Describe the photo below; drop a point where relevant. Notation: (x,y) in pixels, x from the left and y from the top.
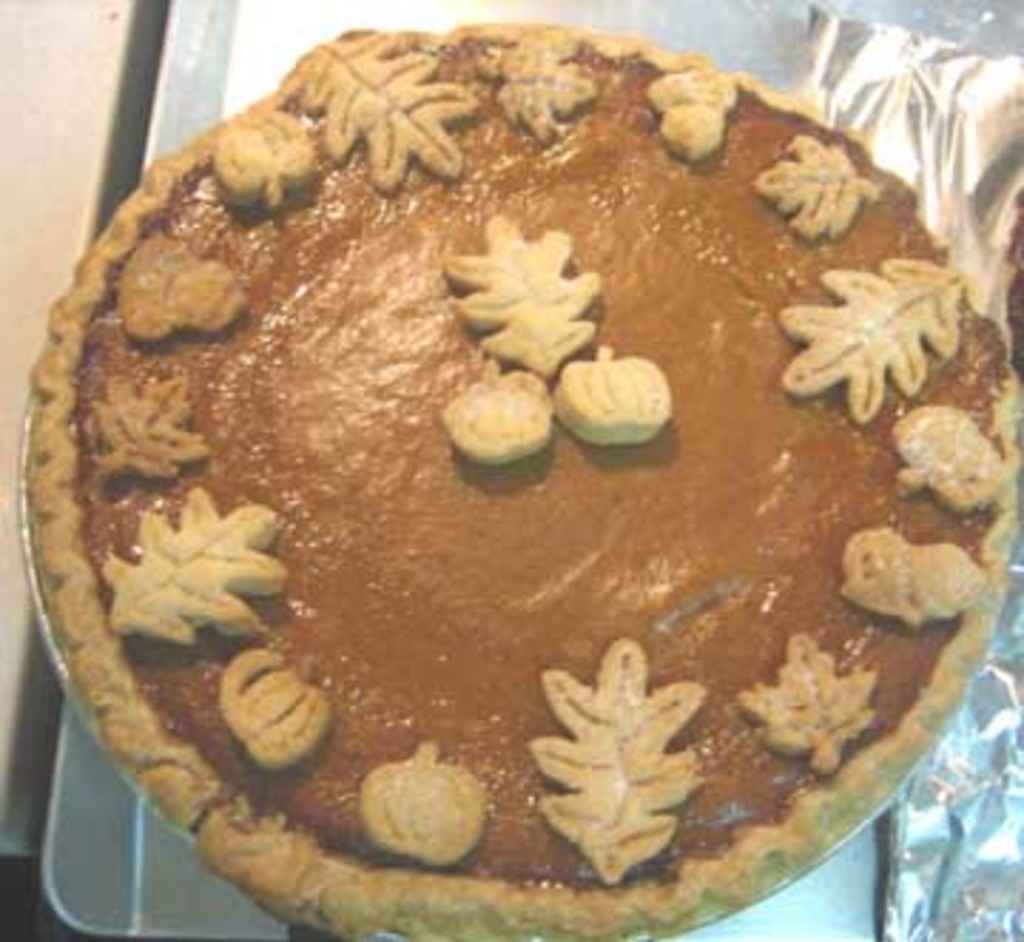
In this picture we can see some food (493,258) and an aluminium foil (936,175) on the right side (943,108).
